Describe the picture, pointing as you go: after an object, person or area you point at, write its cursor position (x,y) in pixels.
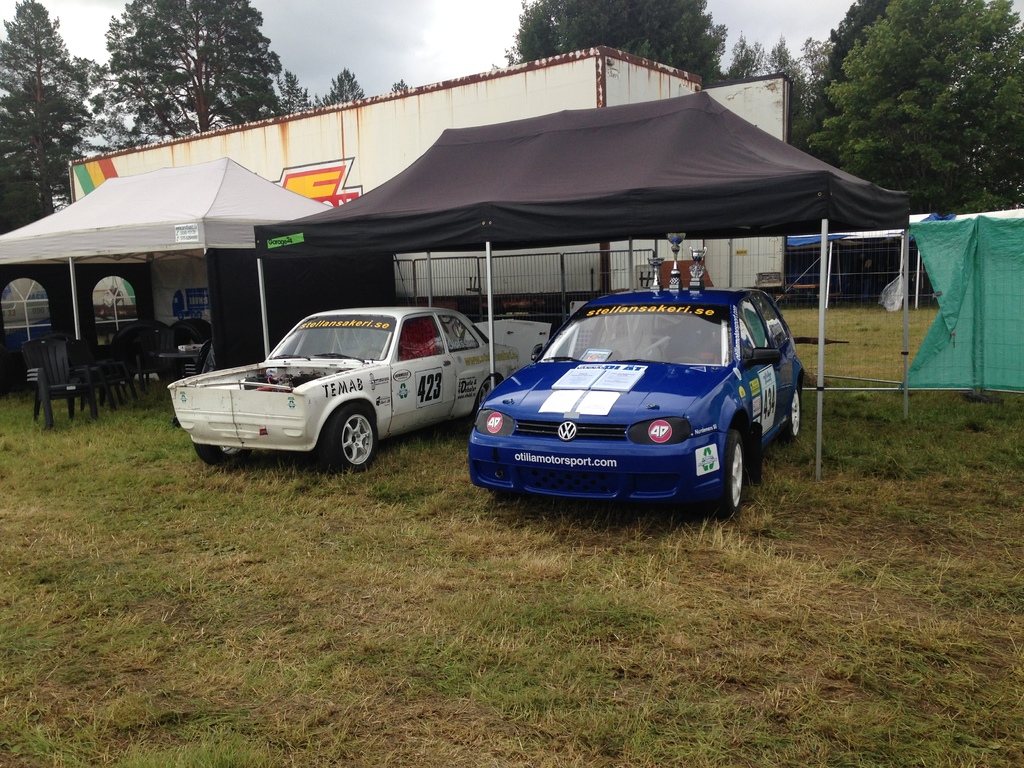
In the image there are two cars (615,351) under a tent (661,170) with tables (173,355) and chairs (80,348) on the left side (45,348) on the grassland (188,589) and behind there is a fence (948,356) with a building (418,89) behind it and trees (578,39) over the background (636,28) and above its sky (355,31).
